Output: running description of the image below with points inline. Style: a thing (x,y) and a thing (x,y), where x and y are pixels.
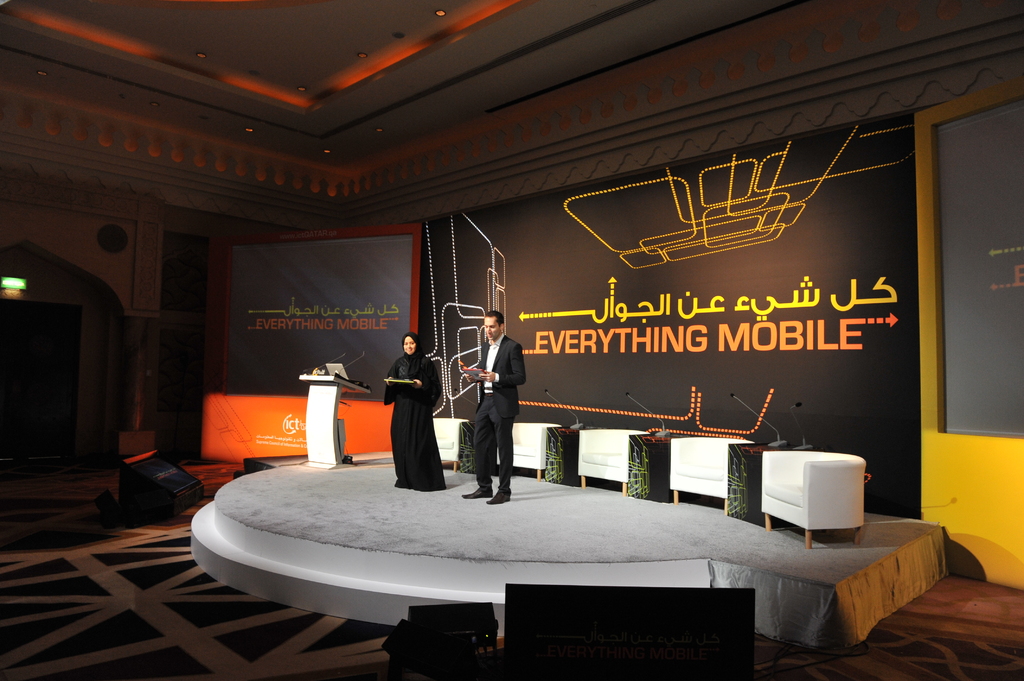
In the center of the image (429,375) we can see a man (489,389) and a lady (412,415) are standing and holding book (480,372) in their hands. In the background of the image (575,361) we can see boards (590,292) are there. In the middle of the image (612,437) chairs (595,445), podium (323,419), laptop (334,372) are present. At the top of the image (327,55) roof (406,74), lights (364,76), wall (626,124) are there. At the bottom of the image (193,600) floor (184,615) is there.
